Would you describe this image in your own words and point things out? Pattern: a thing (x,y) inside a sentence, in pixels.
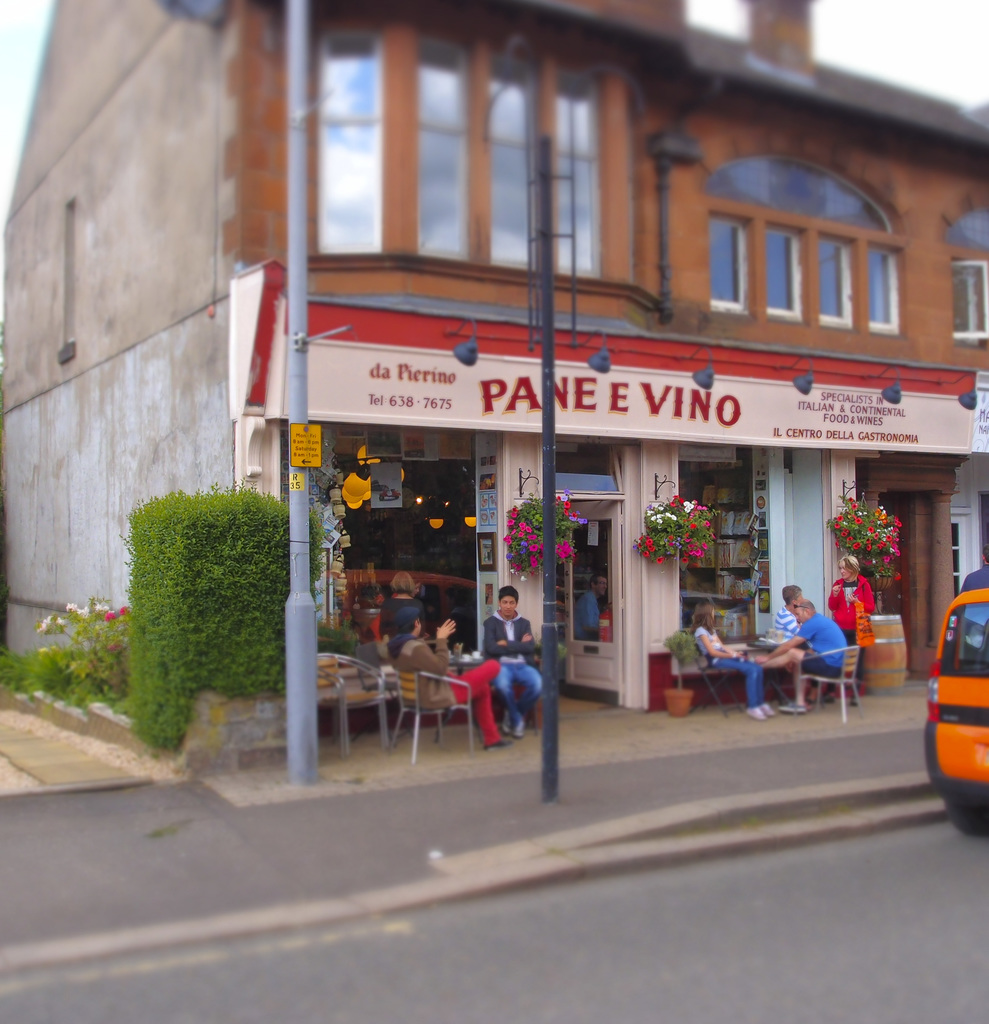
In the image there is a pole (549,670) on the footpath (813,727). Behind the pole (304,638) there is a building (577,560) with glass windows (988,216), walls (704,289) and store (373,376) with doors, name boards (373,376) and on the walls (936,354) there are plants (574,555) with flowers (531,527). In front of the building (436,505) there are few people (386,618) sitting on the chairs (826,679). On the right corner of the image (960,762) there is a car (953,749). And on the left side of the image (145,517) there is a bush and also there is a plant (120,614) with flowers (41,633).
